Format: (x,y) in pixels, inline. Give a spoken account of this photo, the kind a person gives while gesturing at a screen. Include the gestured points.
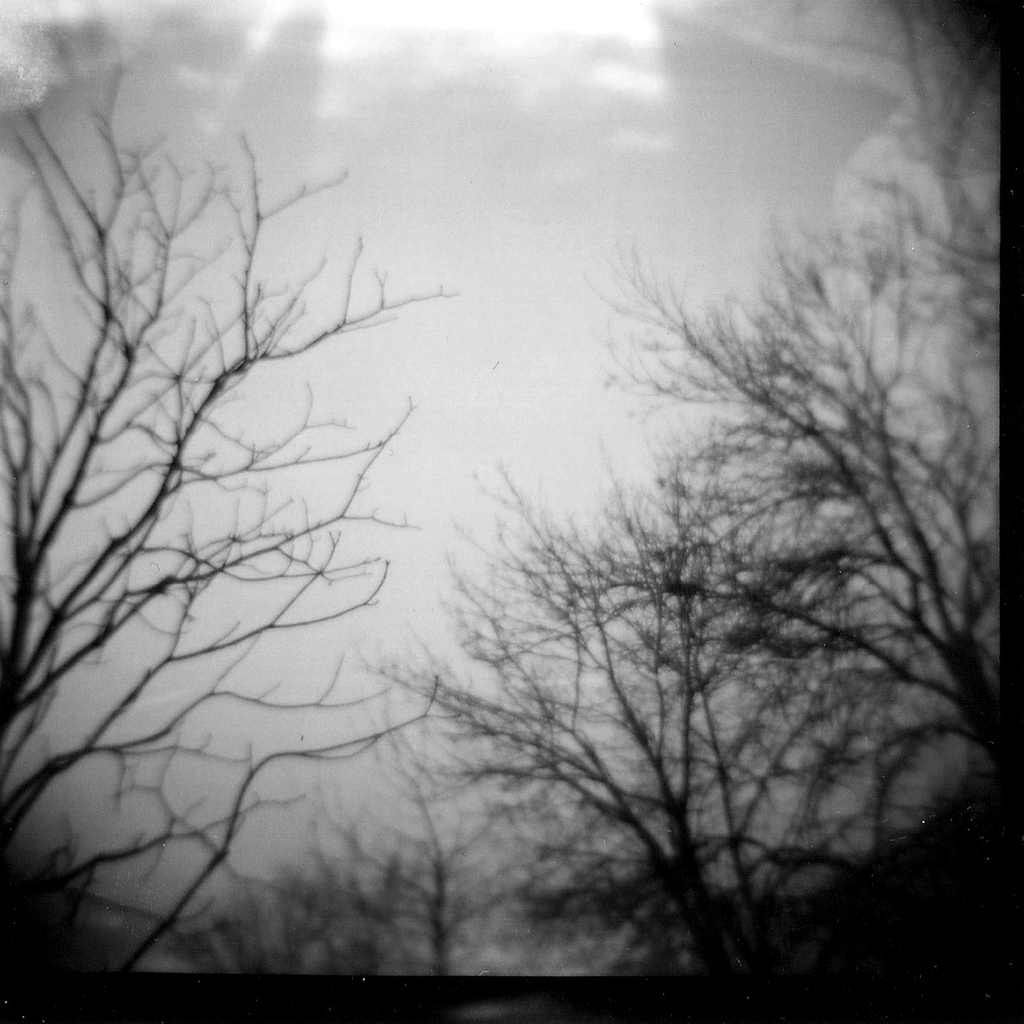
In this image we can see the trees (938,484) on the left side (71,618) and the right side (718,831) as well. This is a sky (634,240) with clouds (406,124).
